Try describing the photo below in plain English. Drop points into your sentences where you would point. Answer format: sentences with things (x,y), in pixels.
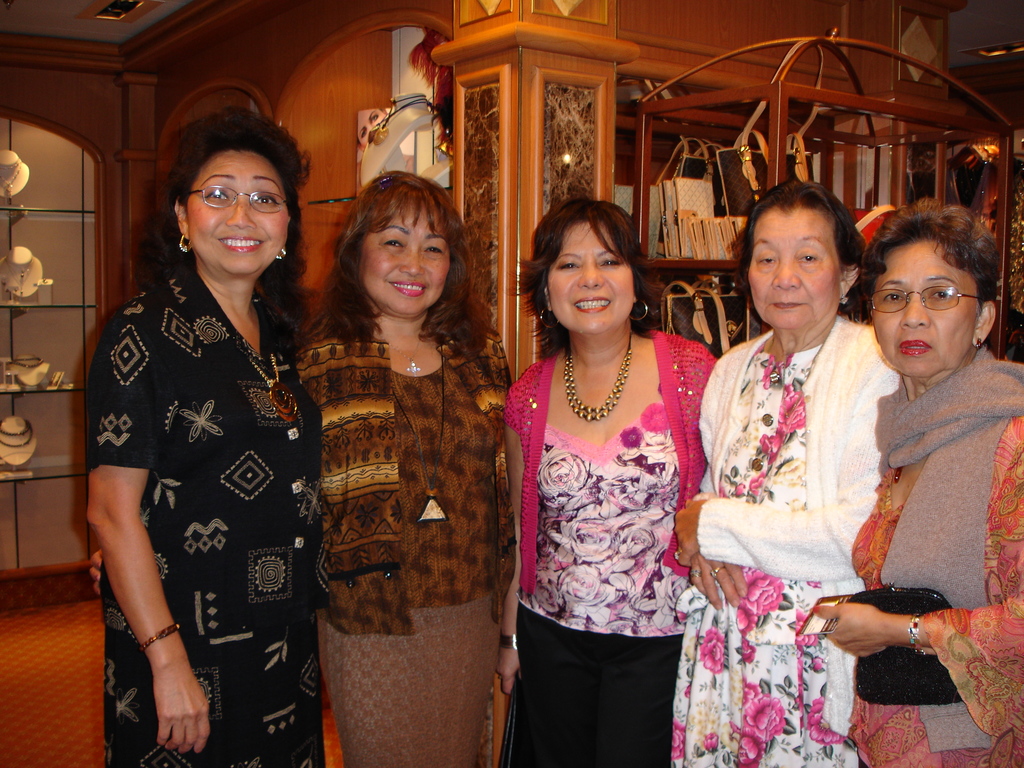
In the picture I can see group of women (667,529) are standing among them some are wearing spectacles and some are smiling. In the background (48,385) I can see wall (288,114), necklaces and some other objects (7,367).
